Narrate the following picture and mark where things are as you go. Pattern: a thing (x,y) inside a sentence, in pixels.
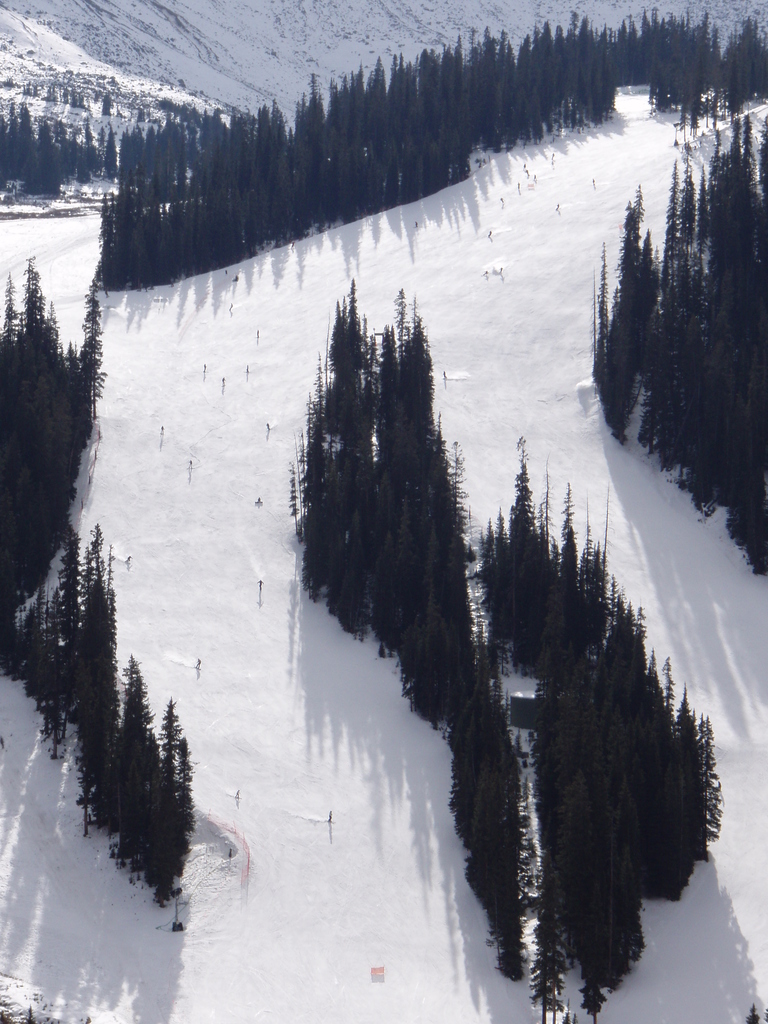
In this image we can see many trees (224,135) and we can also see the snow (342,684).
